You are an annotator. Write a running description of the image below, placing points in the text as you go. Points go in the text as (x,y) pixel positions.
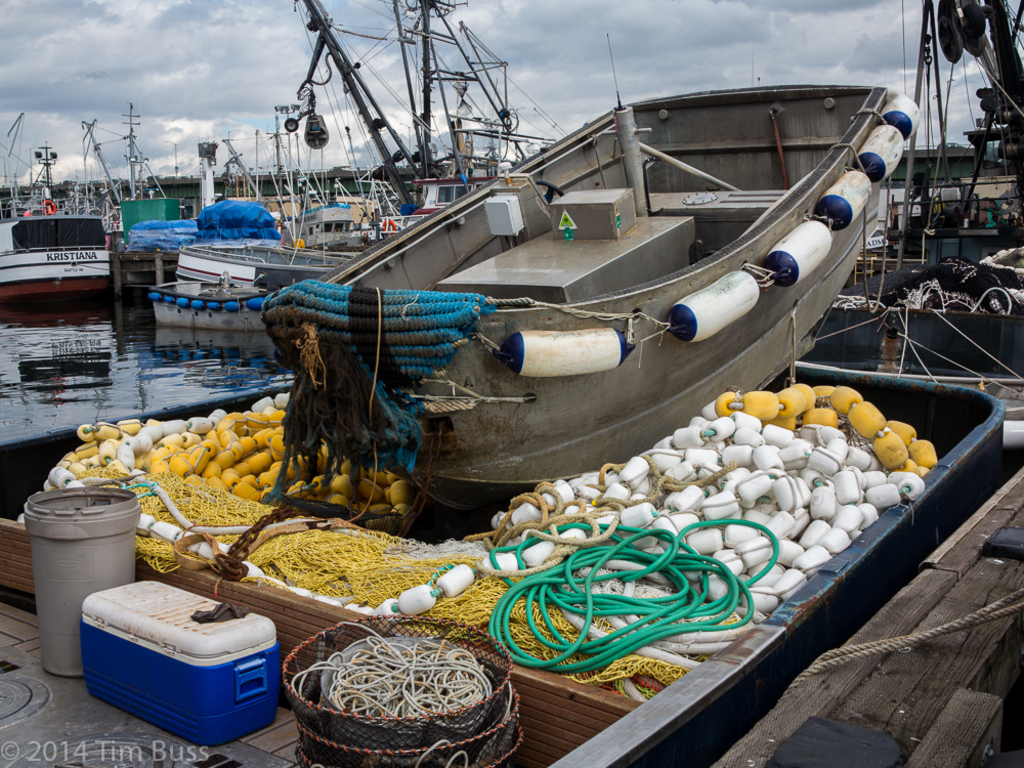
In this image I can see few boats (484,276). In front (669,563) I can see the bucket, box (210,714), ropes (532,579) and few objects (743,567). In the background (337,79) the sky (330,61) is in white and blue color.
